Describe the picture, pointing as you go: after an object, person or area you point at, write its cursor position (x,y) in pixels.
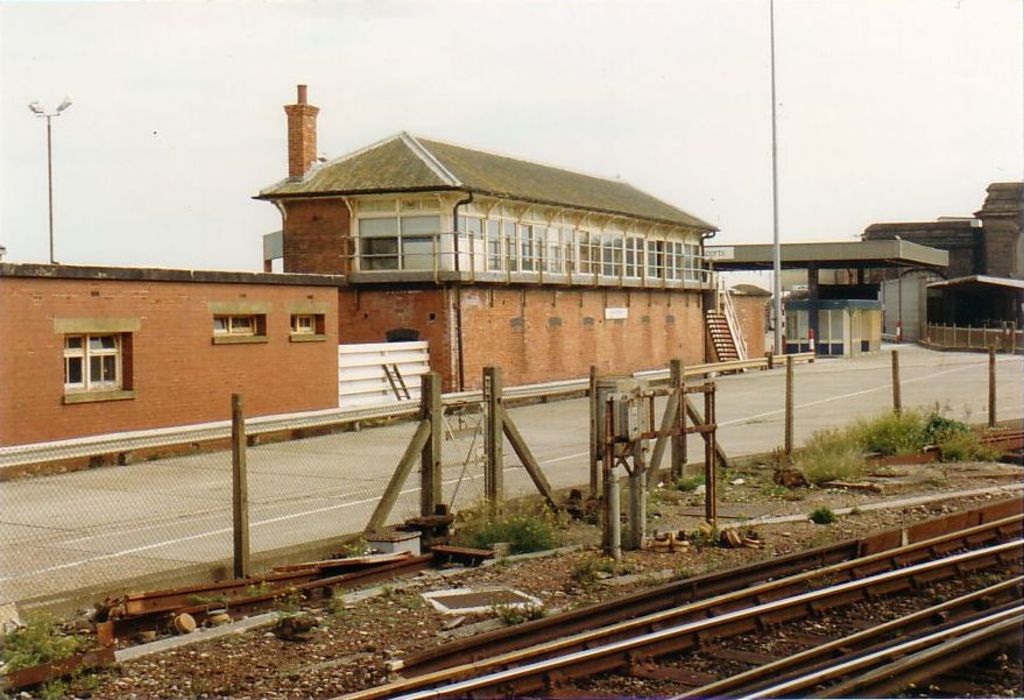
In this image we can see buildings (146,376), staircase (735,327), mesh (155,465), shrubs (912,438), ground (257,662), railway track (546,625), poles (778,320), street lights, chimney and sky (175,119).
